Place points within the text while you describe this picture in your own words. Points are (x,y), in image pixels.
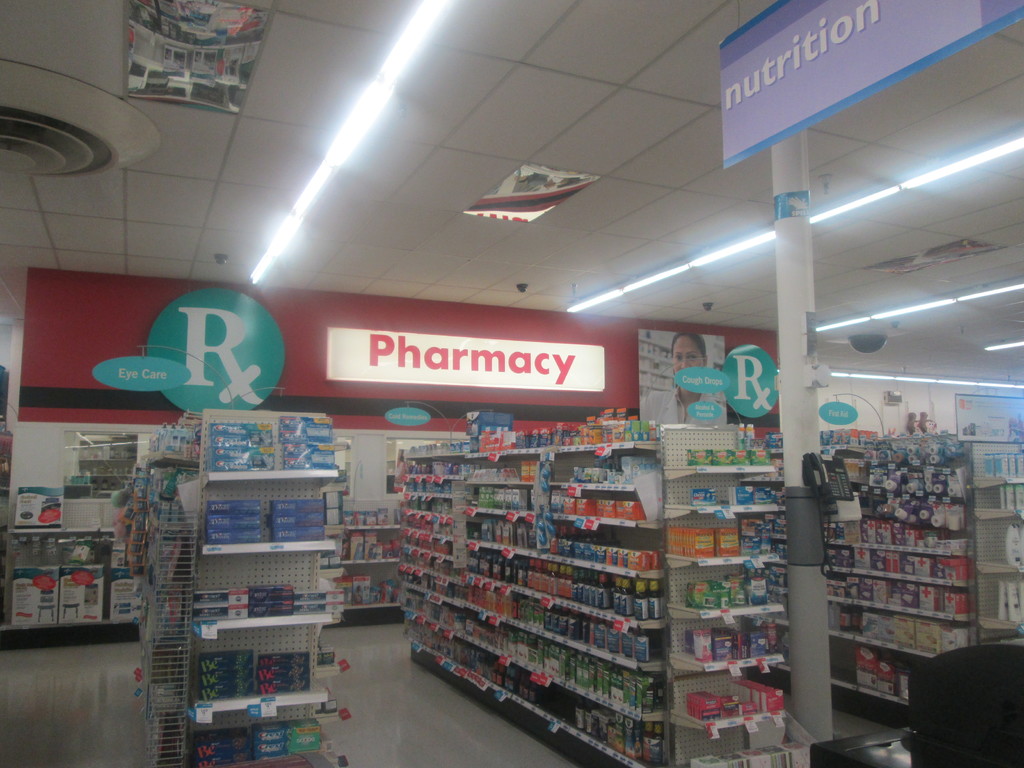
In these racks (588,608) there are things (701,594). Telephone (838,462) is on the pole (795,169). Here we can hoarding (872,87). These are lights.
